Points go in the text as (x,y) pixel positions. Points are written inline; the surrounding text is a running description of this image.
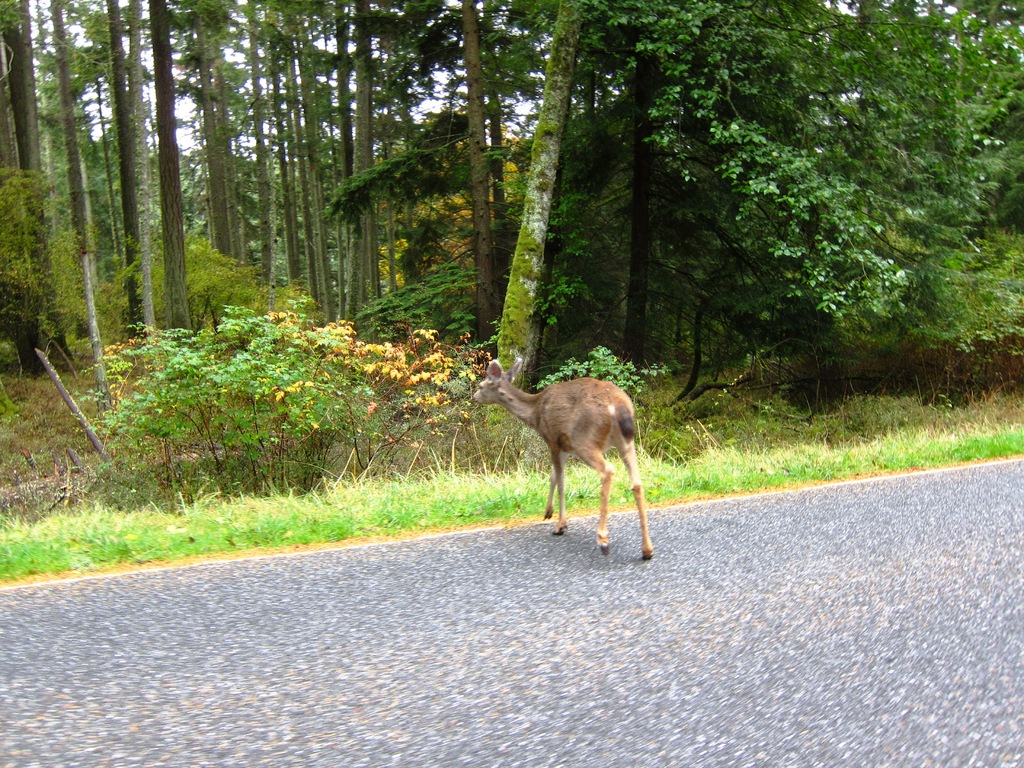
In this image we can see an animal (517,404). We can also see the grass (127,518), plants (372,413) and also the trees (486,169). Some part of the sky (193,145) is also visible and at the bottom (488,610) we can see the road (599,571).
